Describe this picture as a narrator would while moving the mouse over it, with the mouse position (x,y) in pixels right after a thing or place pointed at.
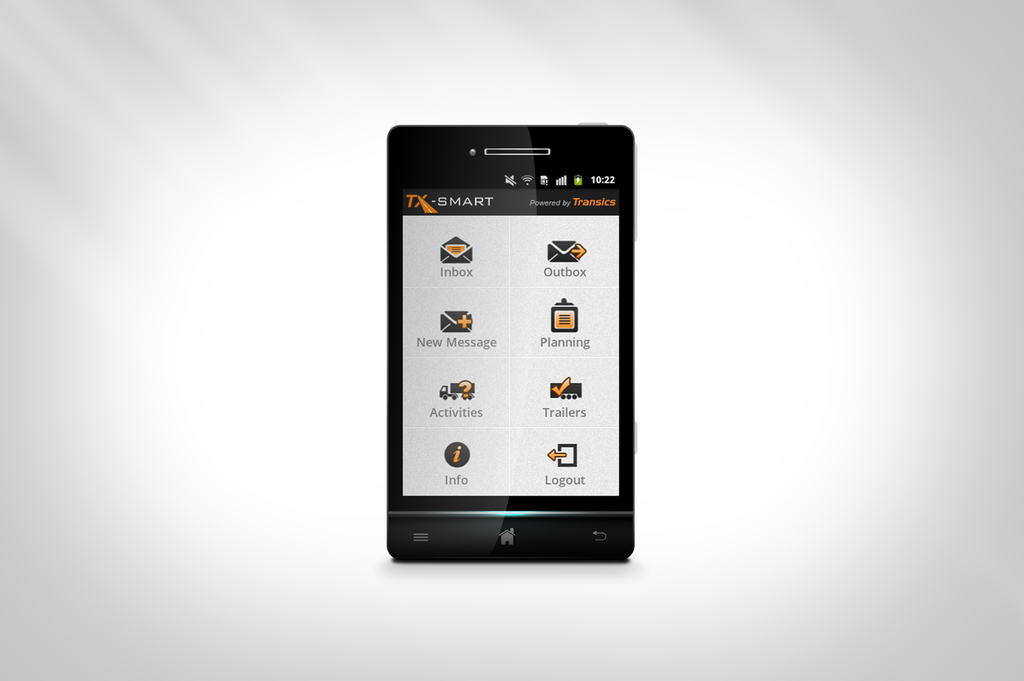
In this image, I can see a mobile phone (599,133). This is the screen (409,235). I can see inbox (483,269), outbox (558,262), new message (490,346), planning (580,351), activities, trailers (551,417), info (457,486) and logout options (544,486) on the display (512,472). This is the home button (511,536). The background (197,320) is white in color.
